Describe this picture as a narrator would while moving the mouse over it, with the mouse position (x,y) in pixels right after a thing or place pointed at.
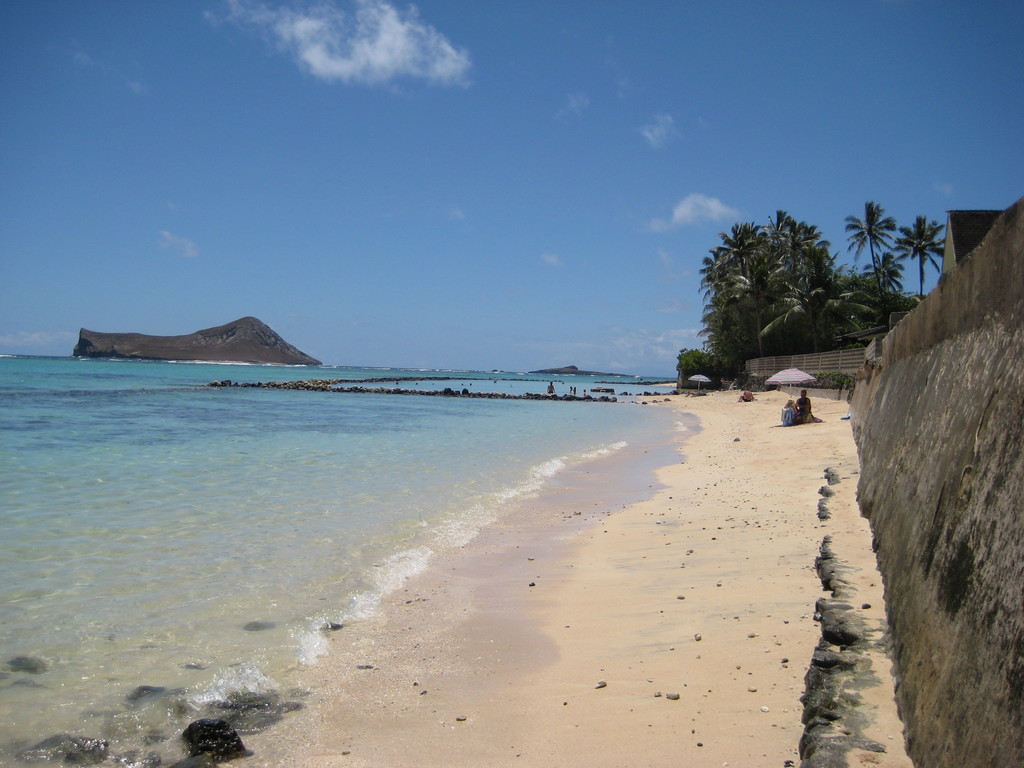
We can see water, sand (562,654), wall (1011,437) and stones (857,738). Afar we can see people (808,400) and umbrellas (699,382). In the background (725,341) we can see trees (738,363), rock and sky (673,115) with clouds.
